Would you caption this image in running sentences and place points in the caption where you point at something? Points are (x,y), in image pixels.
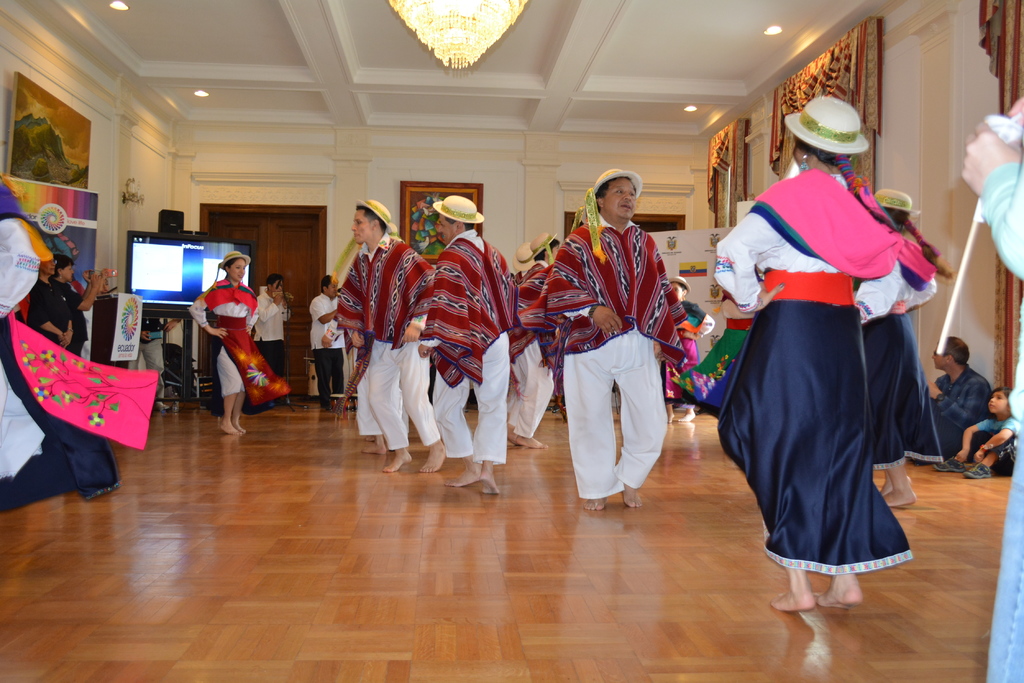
This image is taken from inside. In this image we can see there are few people (372,443) dancing on the floor (375,608). On the left side of the image (174,254) we can see there is a monitor (176,285), there are fewer frames (36,155) and curtains (736,143) hanging on the wall (676,191). At the top (457,61) there are ceiling (605,125) and chandelier (444,60).
